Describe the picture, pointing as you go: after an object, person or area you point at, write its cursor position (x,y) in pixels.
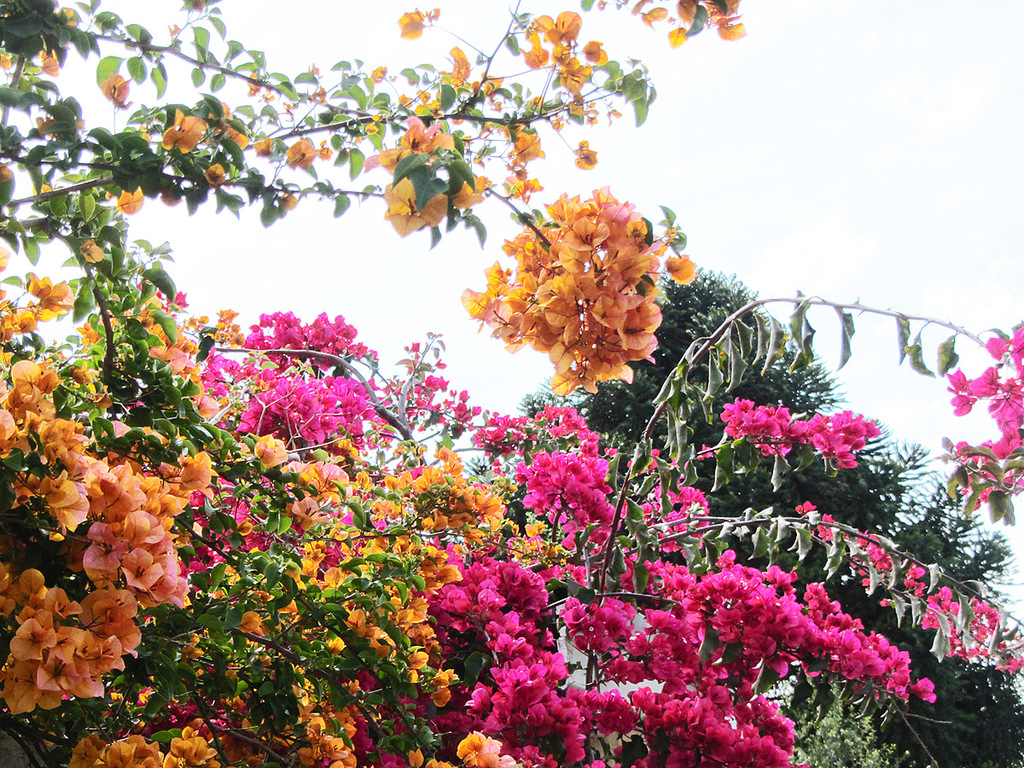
In this picture we can see flower plants (632,658). Flowers (581,366) are in orange and pink color.
